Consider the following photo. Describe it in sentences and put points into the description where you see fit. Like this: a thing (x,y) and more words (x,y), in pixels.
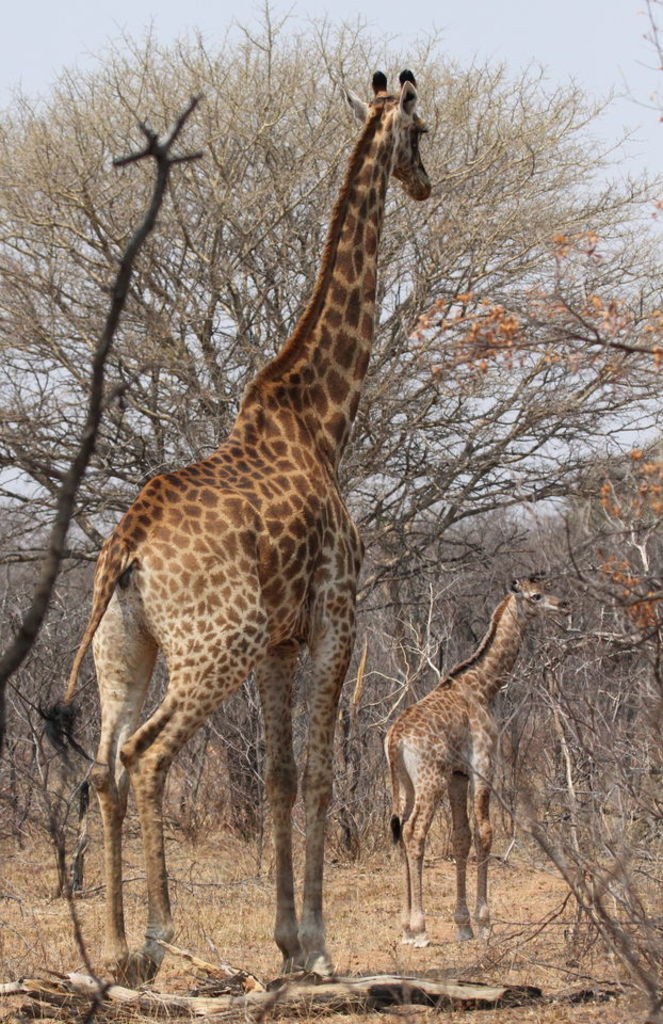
In this picture there are two giraffes (396,166) standing and there are trees (232,367). At the top (619,173) there is sky (543,29). At the bottom (626,950) there is grass (549,889) and there are tree branches (283,999).
